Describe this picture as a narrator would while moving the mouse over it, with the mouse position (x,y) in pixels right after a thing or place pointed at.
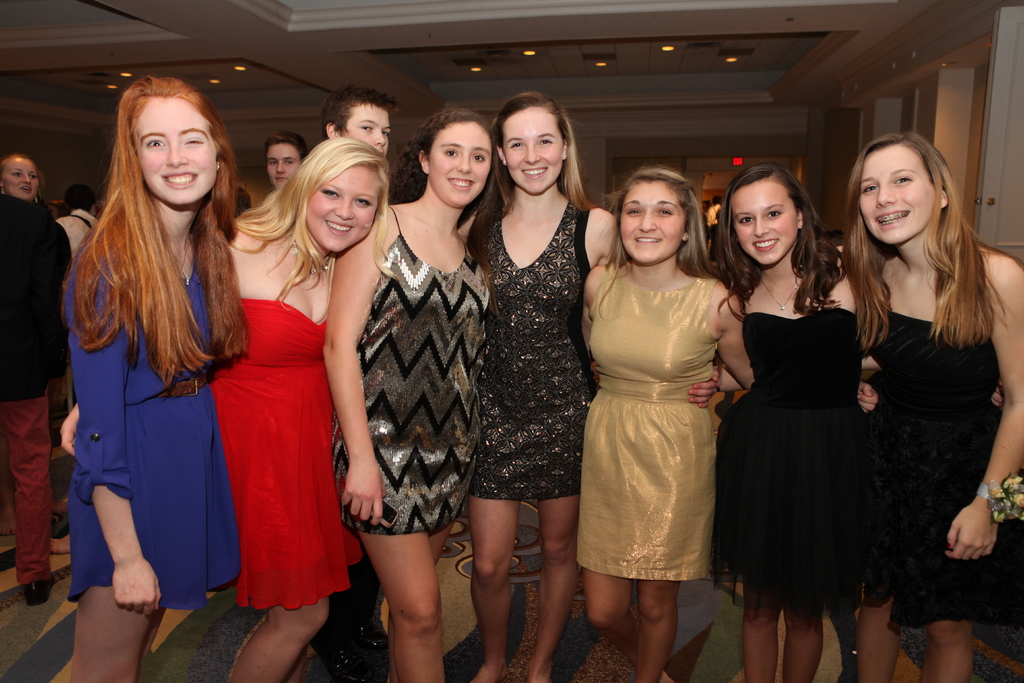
This picture describes about group of people (499,349), they are all standing, and few people (483,306) smiling, in the background (663,52) we can find few lights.
